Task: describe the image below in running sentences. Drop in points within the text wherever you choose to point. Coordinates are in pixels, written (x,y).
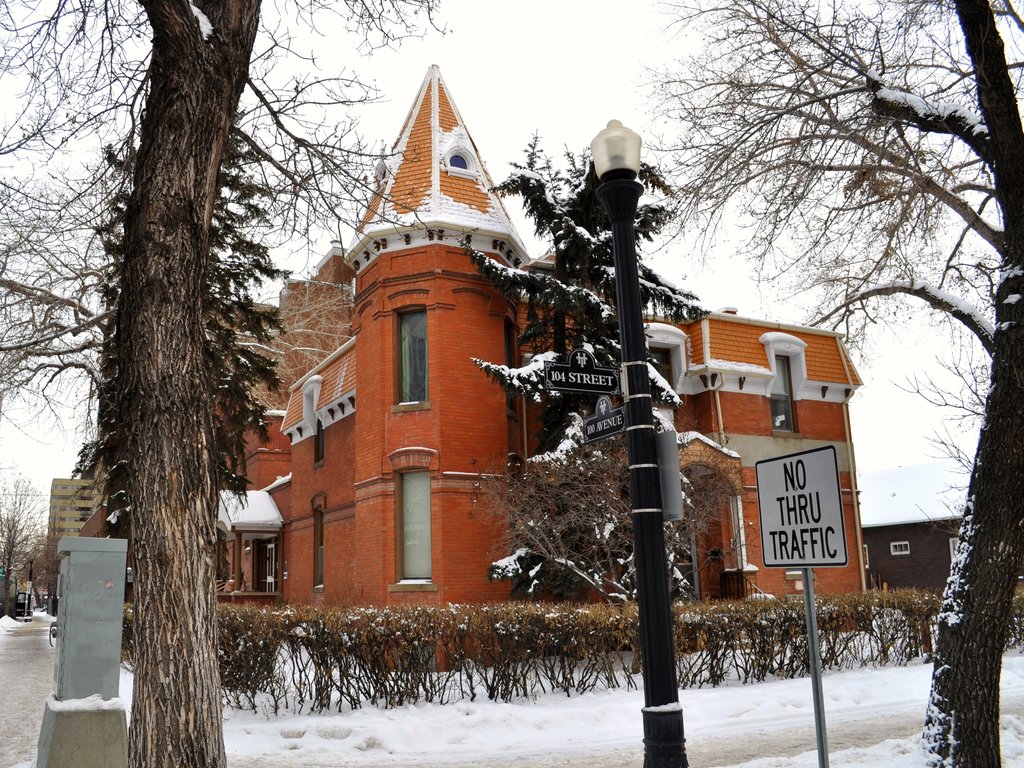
In this image we can see a building (421,425) with a group of windows (426,512). On the left side (77,551), we can see a group of buildings (72,529) and a metal box (83,682) placed on the ground (782,716). In the foreground (617,140) we can see a pole (617,177) with light (602,160) and sign boards (600,383) on it in the background (423,73), we can see a group of trees (150,288) and sky (578,112).
